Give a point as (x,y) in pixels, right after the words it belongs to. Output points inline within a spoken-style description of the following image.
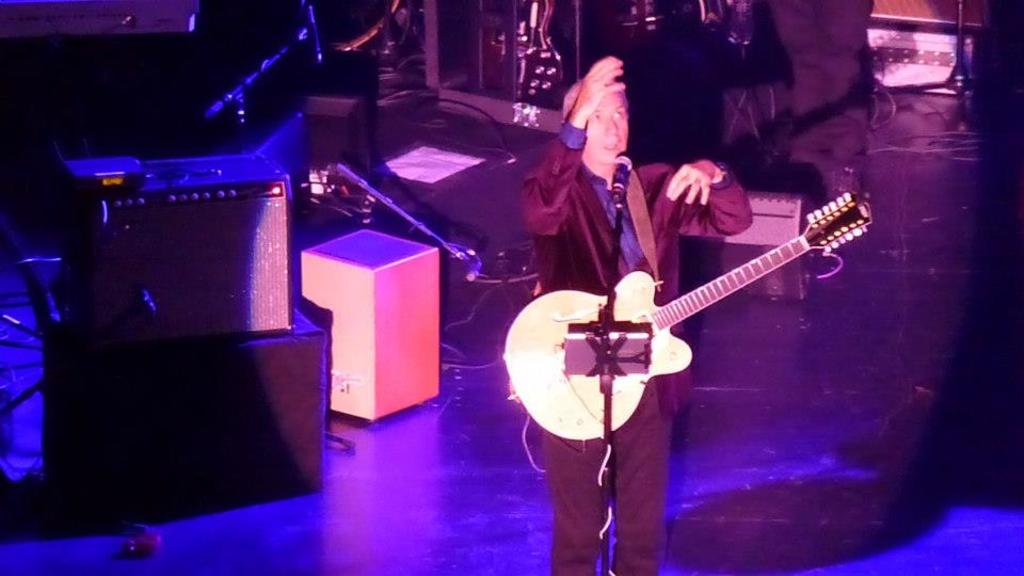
In this image there is a man (624,242) standing with a guitar (604,300) near the micro phone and the background (789,199) there are speakers (778,212) and some cables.
